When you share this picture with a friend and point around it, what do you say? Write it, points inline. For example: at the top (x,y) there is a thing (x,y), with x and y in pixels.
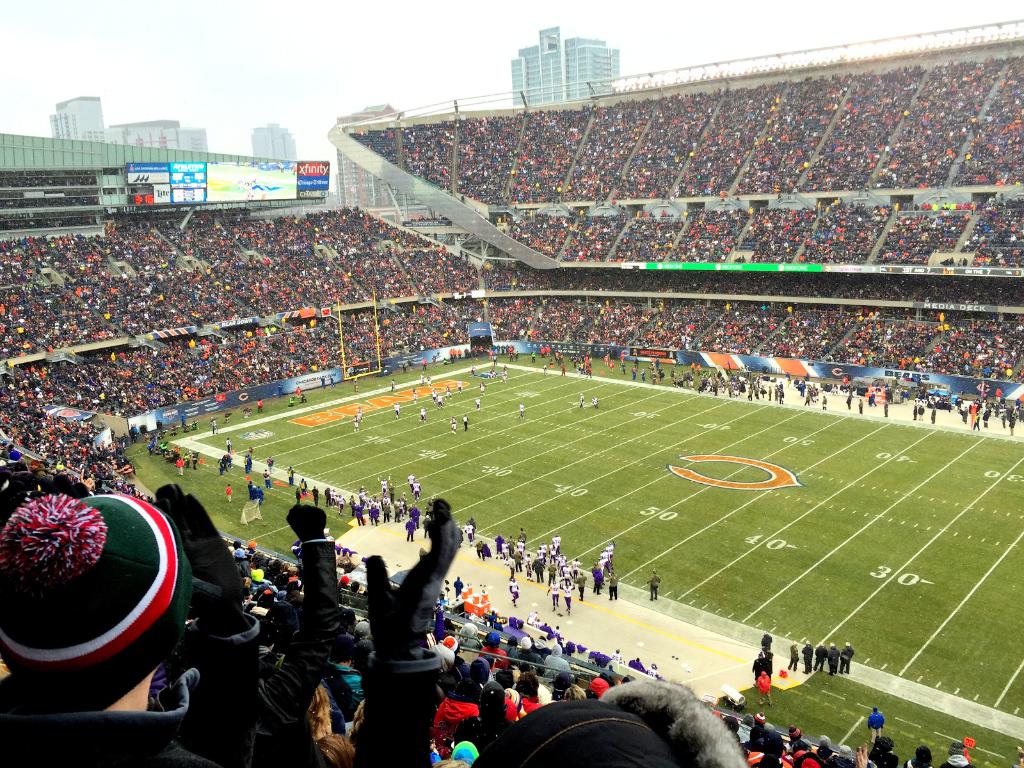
In this image I can see a football stadium (617,362) and number of people (193,712). On the left side of this image (312,199) I can see a screen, few boards (325,196) and on it I can see something is written. On the top side of this image (424,99) I can see few buildings (270,140) and the sky (256,71).
